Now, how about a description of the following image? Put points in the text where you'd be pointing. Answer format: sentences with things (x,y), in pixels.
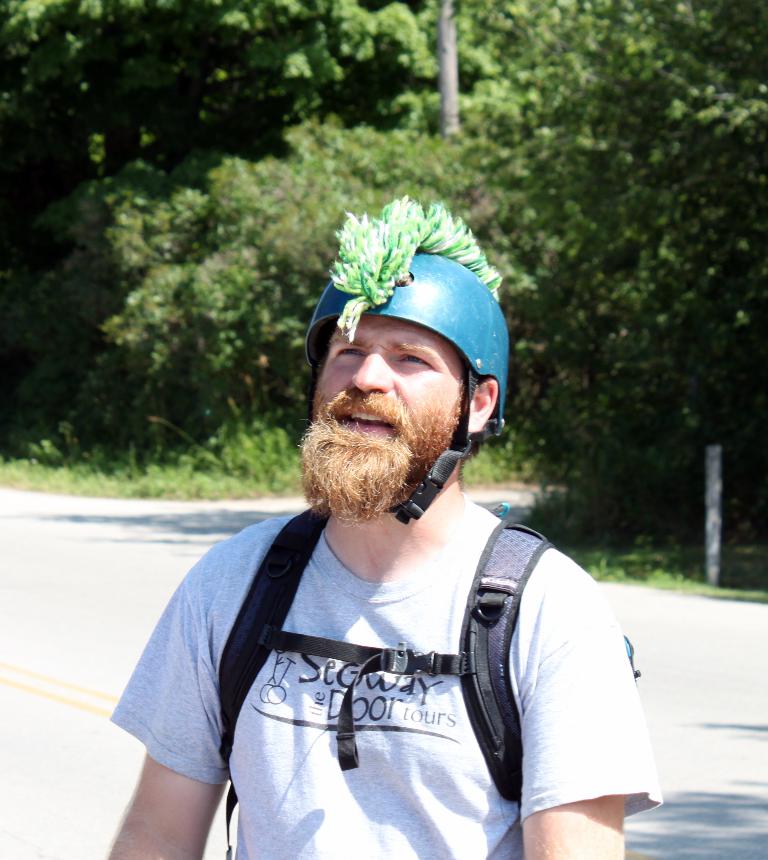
In this picture we can see a man (240,716) wore a helmet (346,283) and carrying a bag (300,645) and in the background (154,533) we can see the road (170,595), poles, trees (697,486).
